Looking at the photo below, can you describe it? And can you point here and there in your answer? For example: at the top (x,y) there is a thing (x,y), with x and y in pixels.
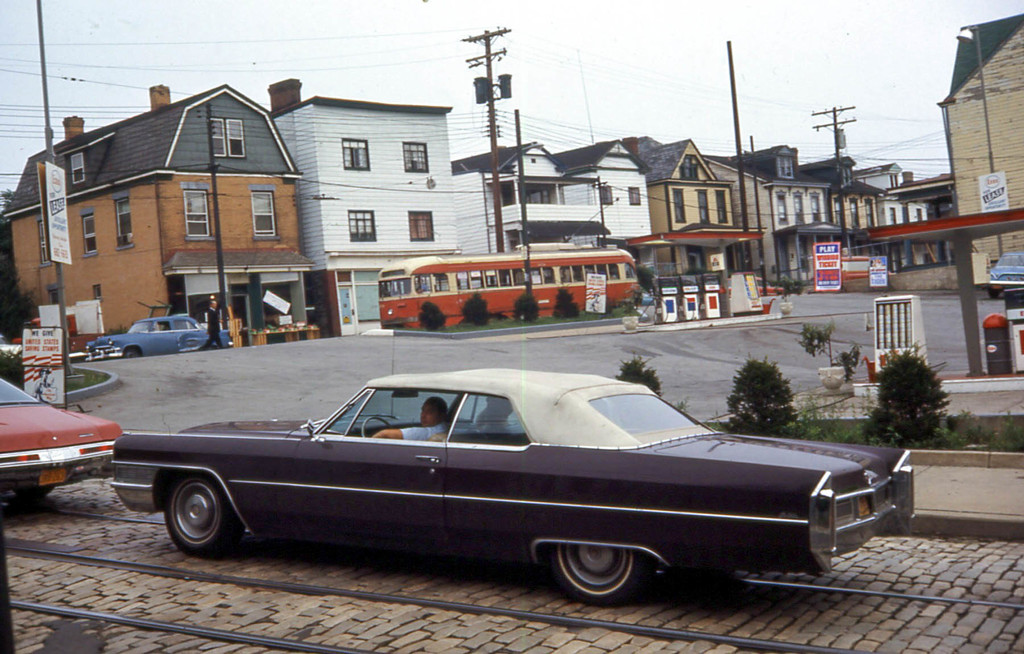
In this image, we can see some cars (616,393) and there is a bus (593,249), there are some poles (732,94) and there are some buildings (686,199).
